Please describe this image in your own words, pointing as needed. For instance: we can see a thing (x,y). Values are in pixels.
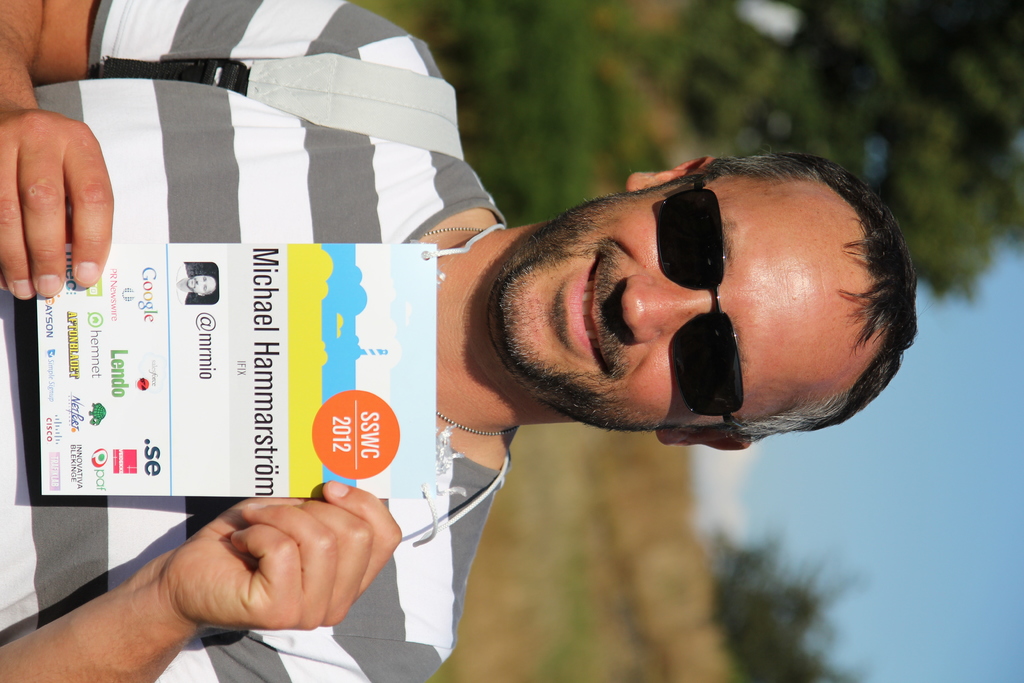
Here in this picture we can see a person (493,248) present and we can see he is holding a card (253,253) in his hands (85,272) and carrying a bag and we can see he is wearing goggles (703,208) and smiling and behind him we can see plants (646,456) and trees (720,578) in a blurry manner.
